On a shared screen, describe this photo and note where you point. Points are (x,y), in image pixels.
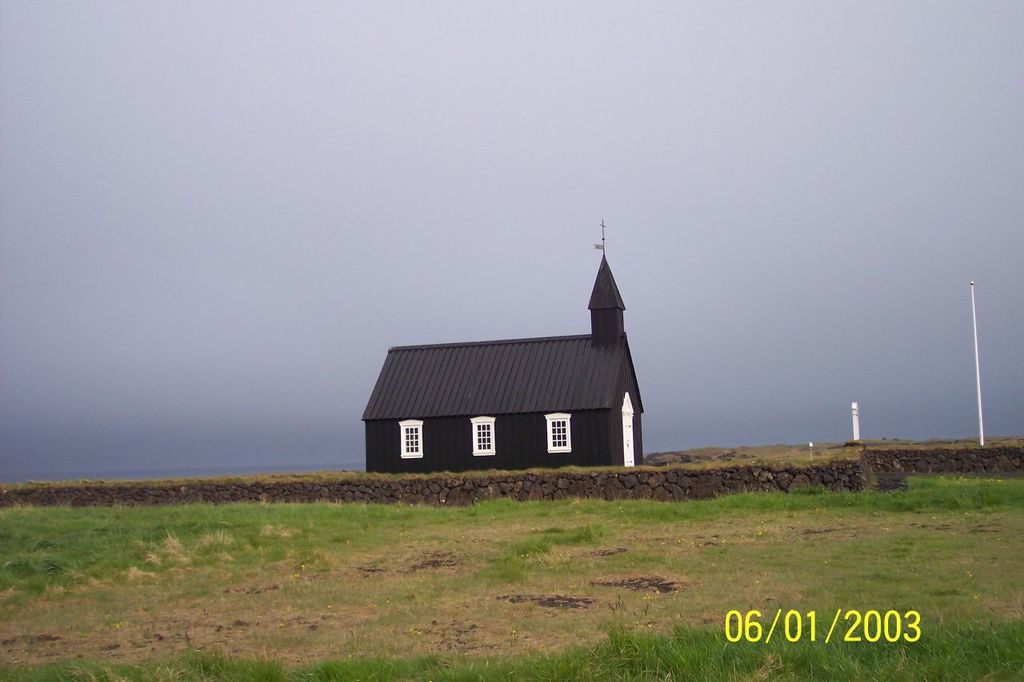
This looks like a house (508,428) with the windows (407,434). This house (516,428) is black in color. I think this is a wall (769,471) with the rocks (228,494). Here is the grass (299,569). This looks like a pole (983,442), which is white in color. Here is the sky (730,178). This is the watermark (911,626) on the image.
